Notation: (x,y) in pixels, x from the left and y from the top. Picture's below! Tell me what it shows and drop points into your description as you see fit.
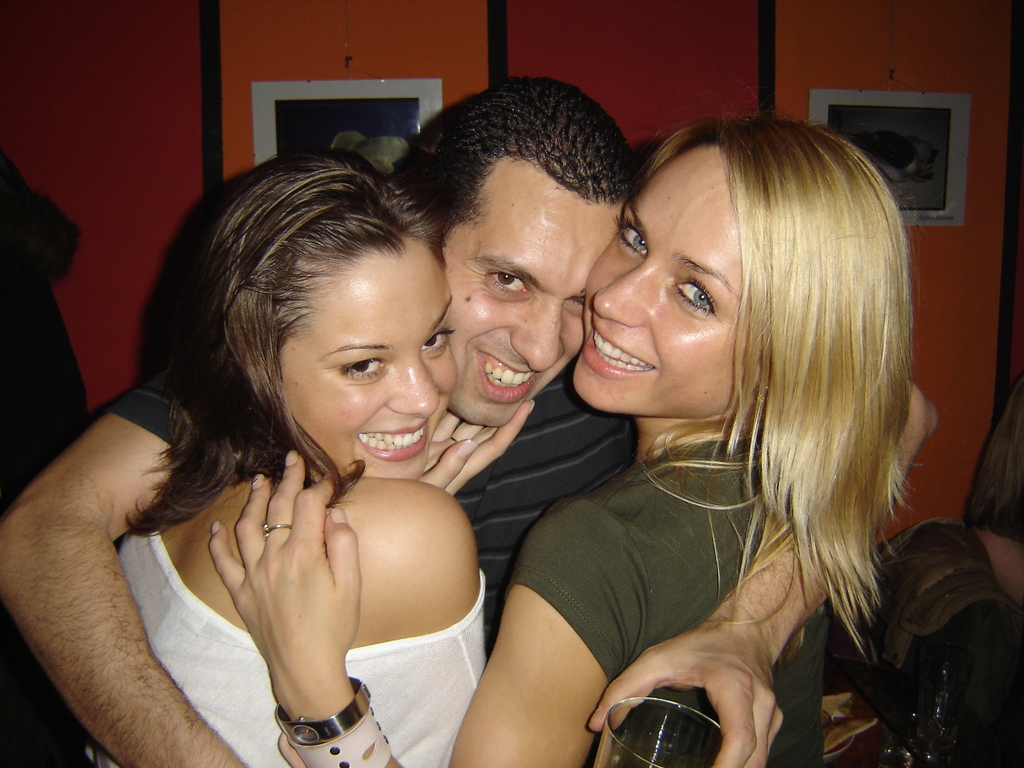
In this image there are group of persons (398,523) truncated towards the bottom of the image (715,656), a person (474,226) is holding a glass (674,725), there is a person (997,560) truncated towards the right of the image (998,532), there is an object (19,364) truncated towards the left of the image (44,448), at the background of the image (103,68) there is the wall (933,82) truncated, there are photo frames (854,140) on the wall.
